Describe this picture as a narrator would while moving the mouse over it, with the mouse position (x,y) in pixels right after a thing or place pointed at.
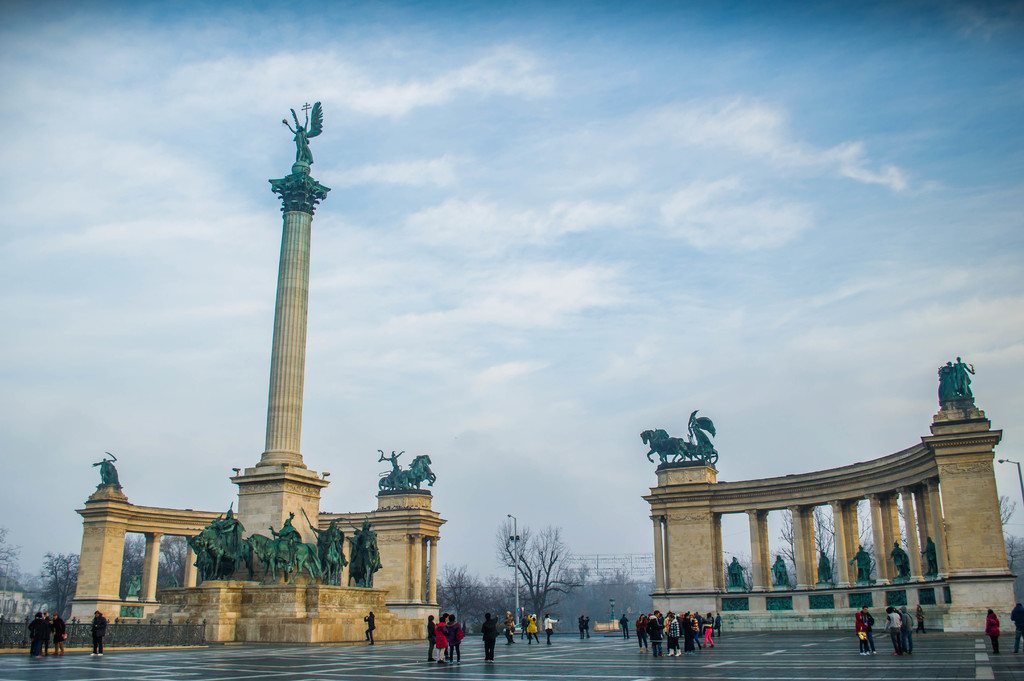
In this image, on the right side (938,555), we can see some pillars (918,494) with sculpture (701,432). On the right side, we can see a street light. On the right side (1008,545), we can also see some trees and plants (1012,564), electric wires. On the left side (278,191), we can see a pole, statue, pillars (83,581), we can also see a group of people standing on the land (157,669), trees (55,595), plants (165,578), building (12,610). In the middle of the image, we can see a group of people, street light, trees (544,582), plants (606,601). At the top (581,156), we can see a sky (507,213) which is a bit cloudy, at the bottom (724,640), we can see a land (968,656).
